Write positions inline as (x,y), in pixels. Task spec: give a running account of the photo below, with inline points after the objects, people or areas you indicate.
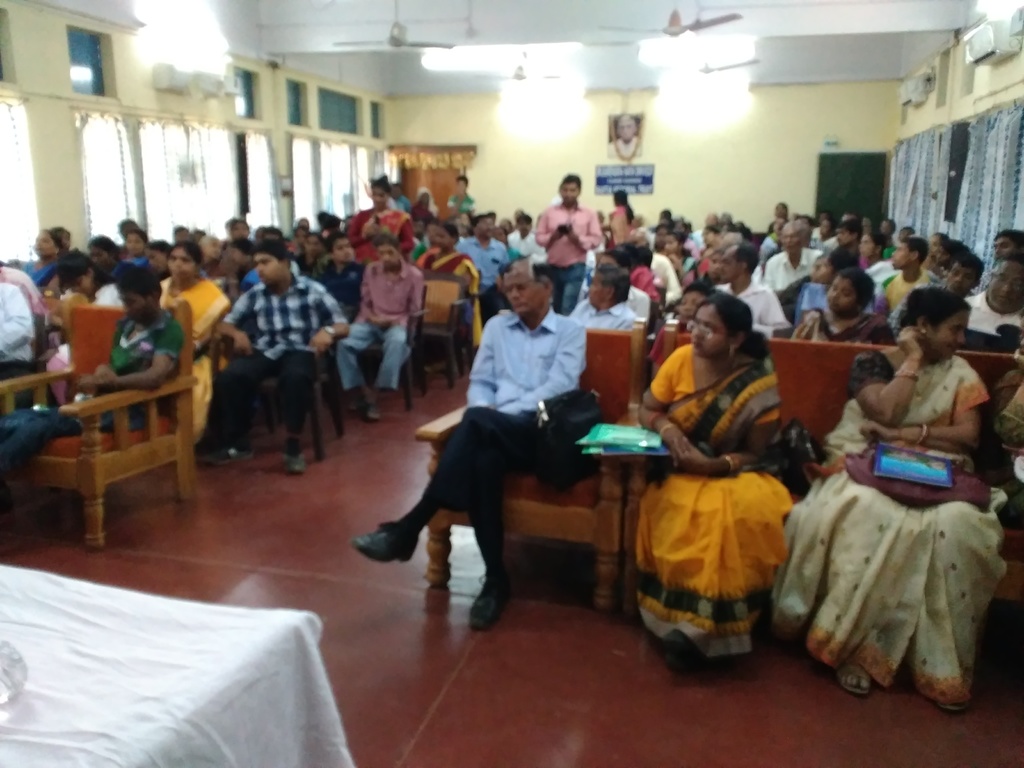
As we can see in the image there is a wall (517,138), photo frame (635,128), few people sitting on chairs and in the front (99,665) there is a table (79,701).
